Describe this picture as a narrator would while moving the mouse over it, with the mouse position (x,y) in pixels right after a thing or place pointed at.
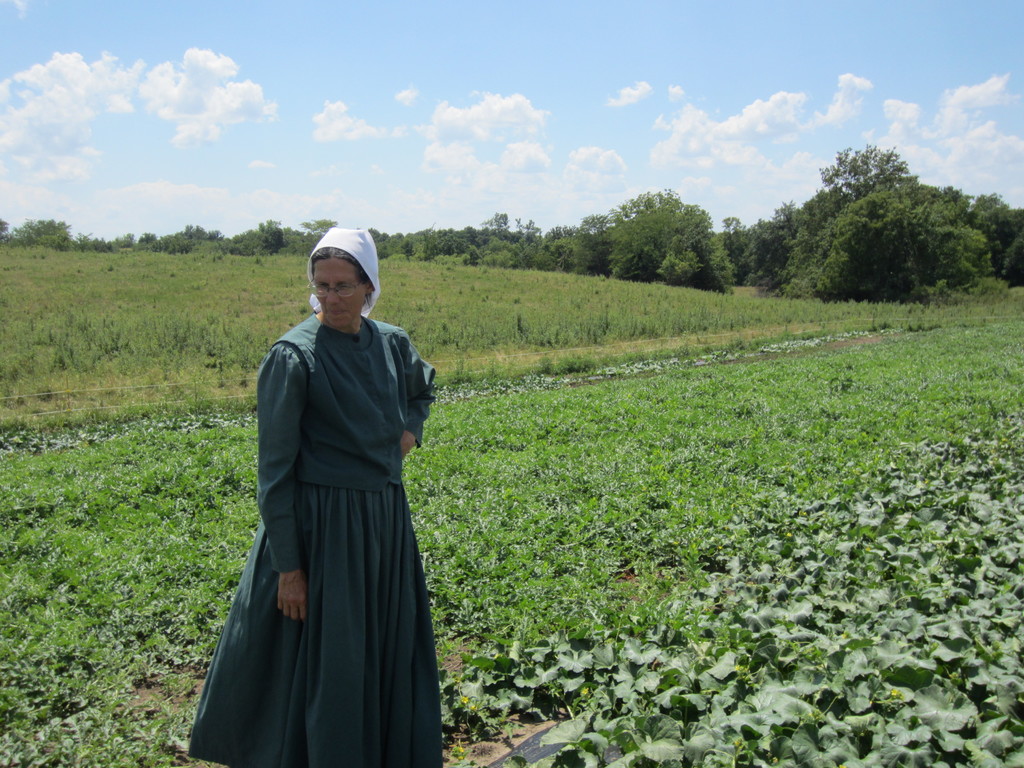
In this image we can see a woman (271,675) standing and there are some plants (821,540) which looks like a field (622,495) and we can see some trees (650,270) in the background (851,215). At the top (789,104) we can see the sky (668,100).
